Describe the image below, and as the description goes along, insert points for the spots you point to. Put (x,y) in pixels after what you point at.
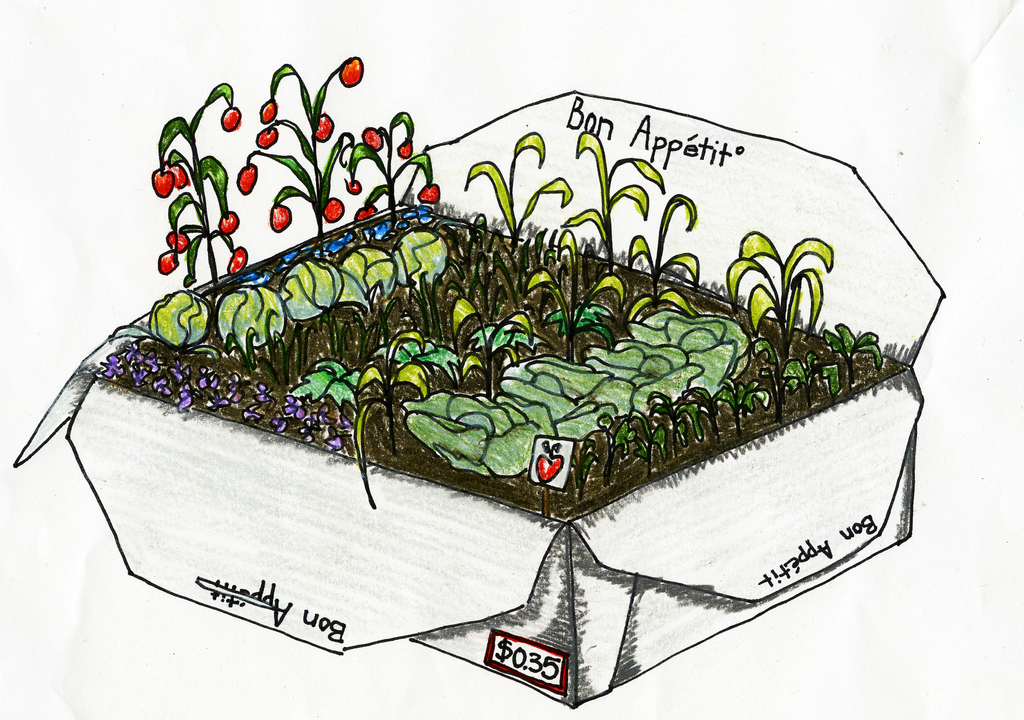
In this image I can see paintings (438,269) of vegetable plants (503,284) and a text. This image looks like a painting.
